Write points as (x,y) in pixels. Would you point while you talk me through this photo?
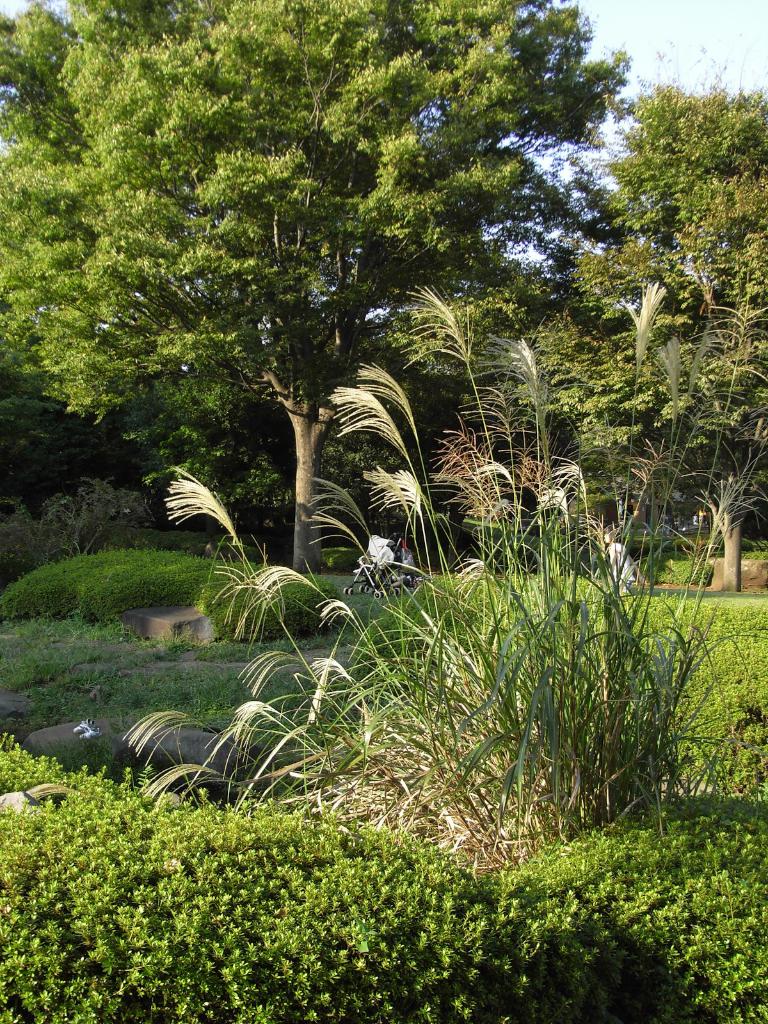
In this image there is a garden (312,668), in the background (704,226) there are trees (612,198) and a sky (657,62).
